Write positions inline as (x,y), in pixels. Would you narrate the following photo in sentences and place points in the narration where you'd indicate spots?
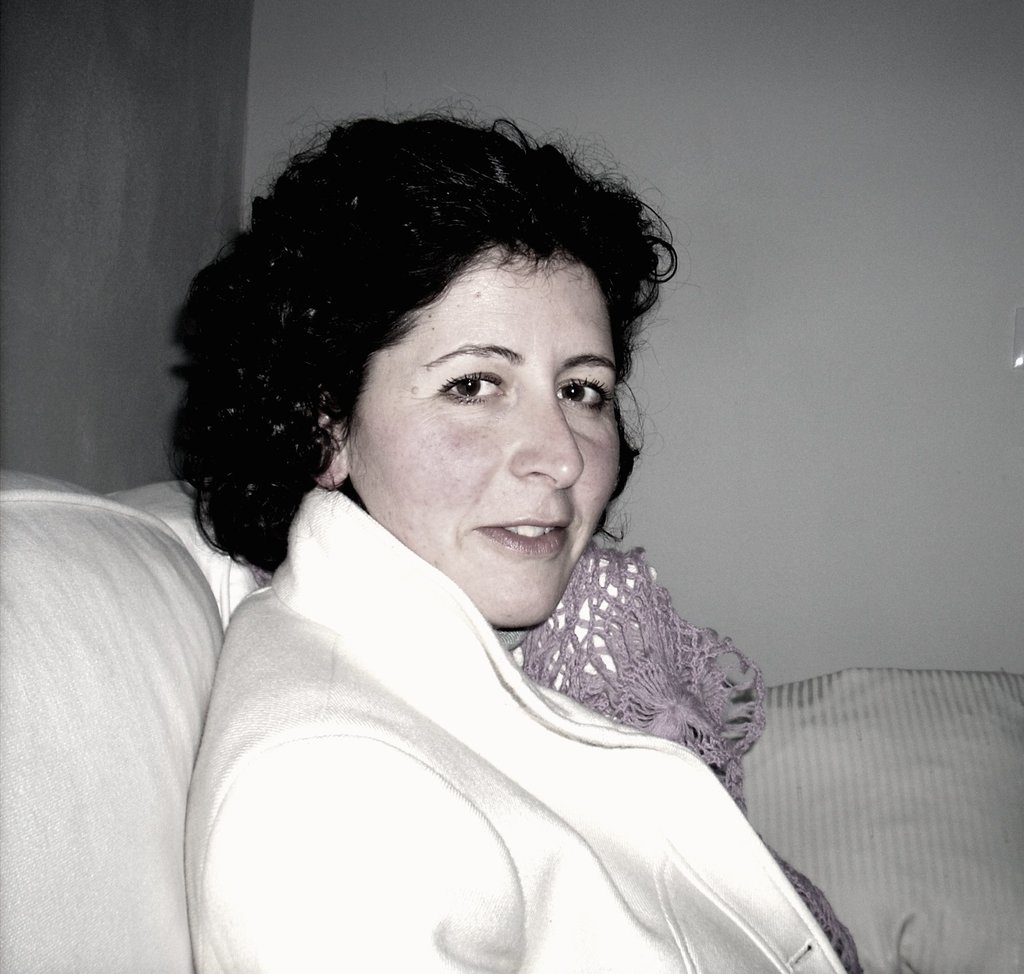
As we can see in the image there is a woman (575,434) wearing white color jacket (513,739) and sitting on sofa (185,658). There is a wall (856,556) over here.
